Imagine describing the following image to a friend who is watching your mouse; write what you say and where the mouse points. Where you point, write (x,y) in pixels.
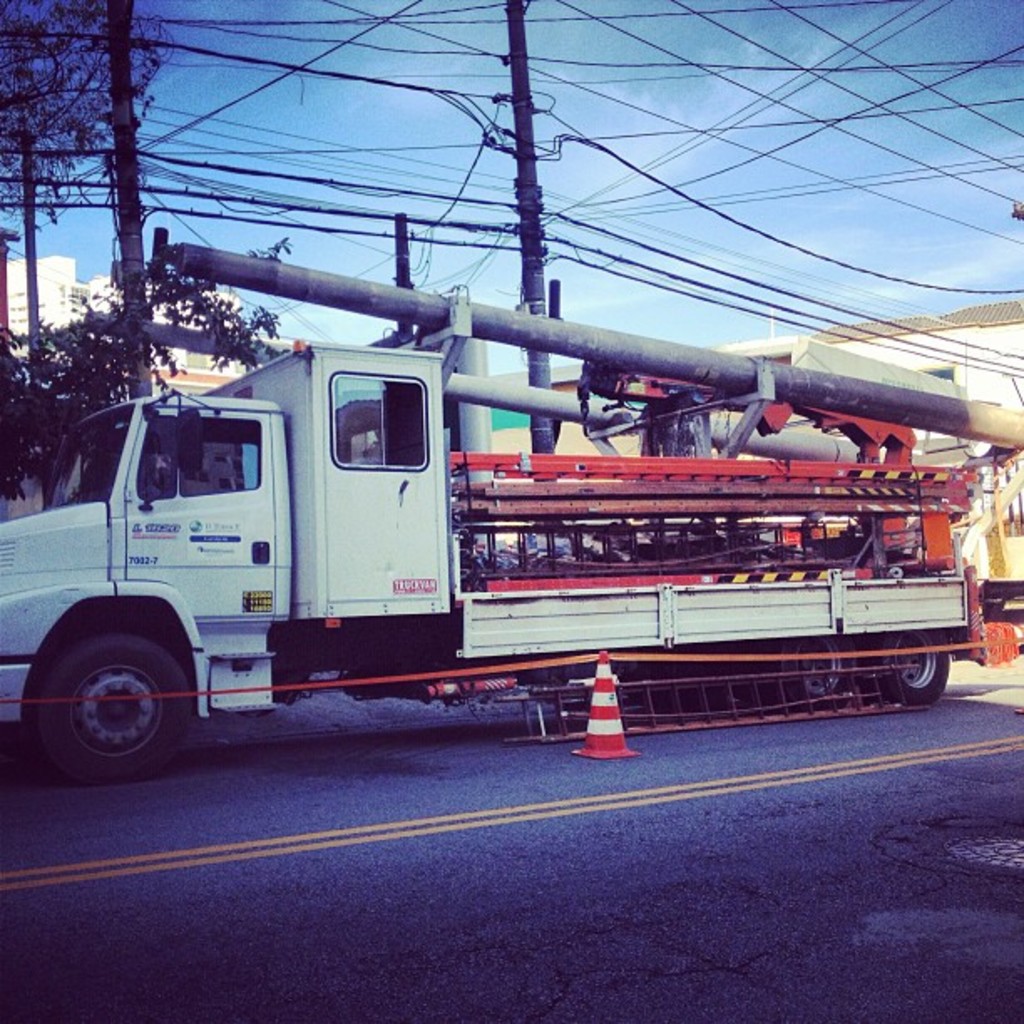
In this picture we can see a truck (959,529) on the road (399,706) with many machines (720,541), rods (720,541), equipment (775,556) in it. In the background (95,374), we can see many poles (36,330), wires (258,205), trees (90,404) and houses (840,351). The sky (638,239) is blue.
